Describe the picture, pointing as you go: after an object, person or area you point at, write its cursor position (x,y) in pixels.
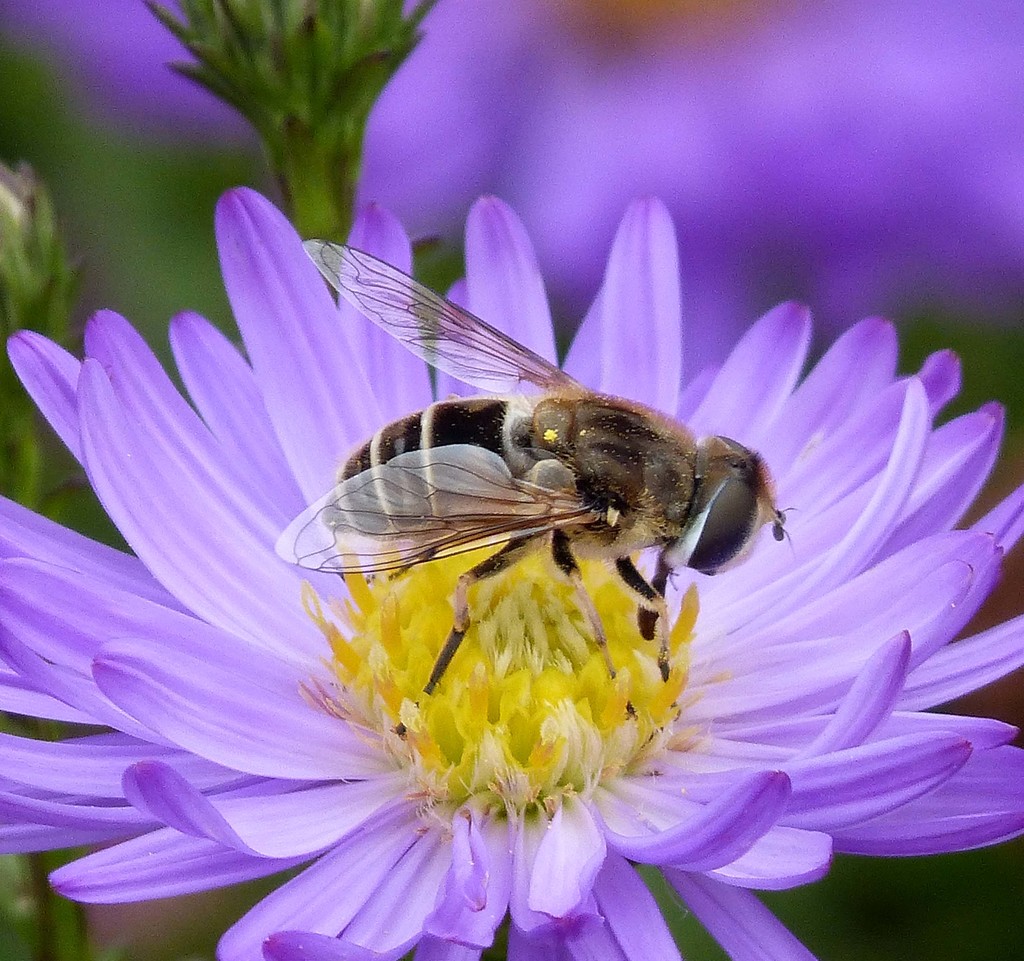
Here in this picture we can see a bee (570,461) present on a flower (107,484) over there.
